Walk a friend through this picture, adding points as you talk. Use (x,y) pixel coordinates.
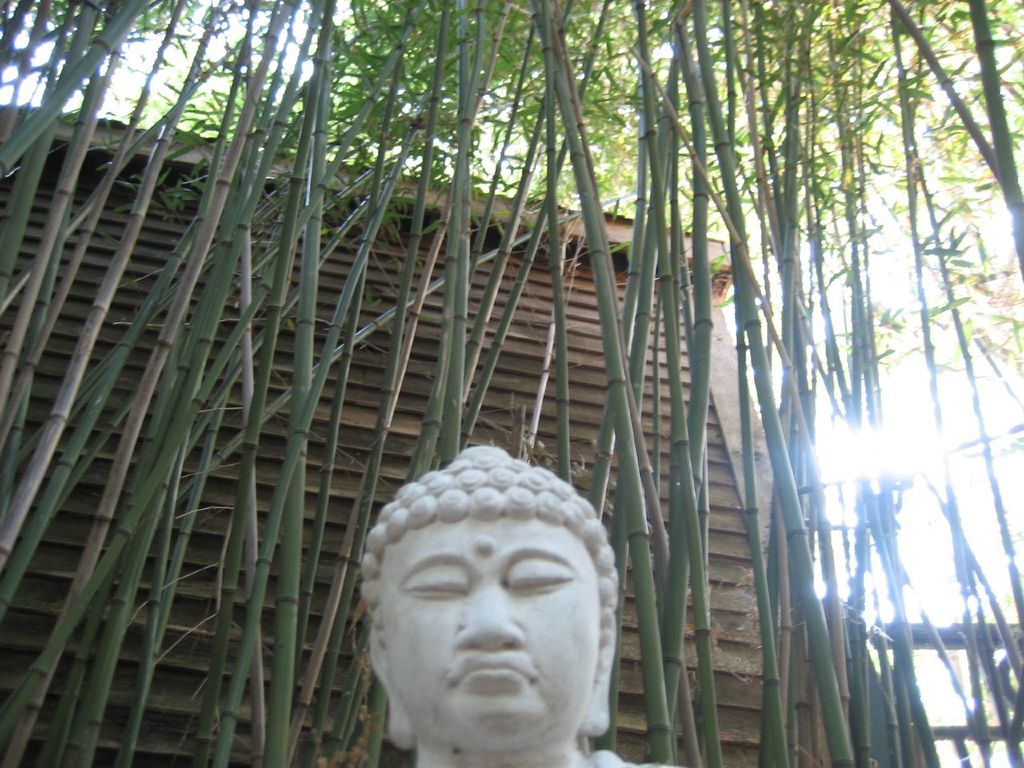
There is one statue (474,608) is present at the bottom of this image (426,602). There are some bamboo trees (673,263) in the background (694,367).
